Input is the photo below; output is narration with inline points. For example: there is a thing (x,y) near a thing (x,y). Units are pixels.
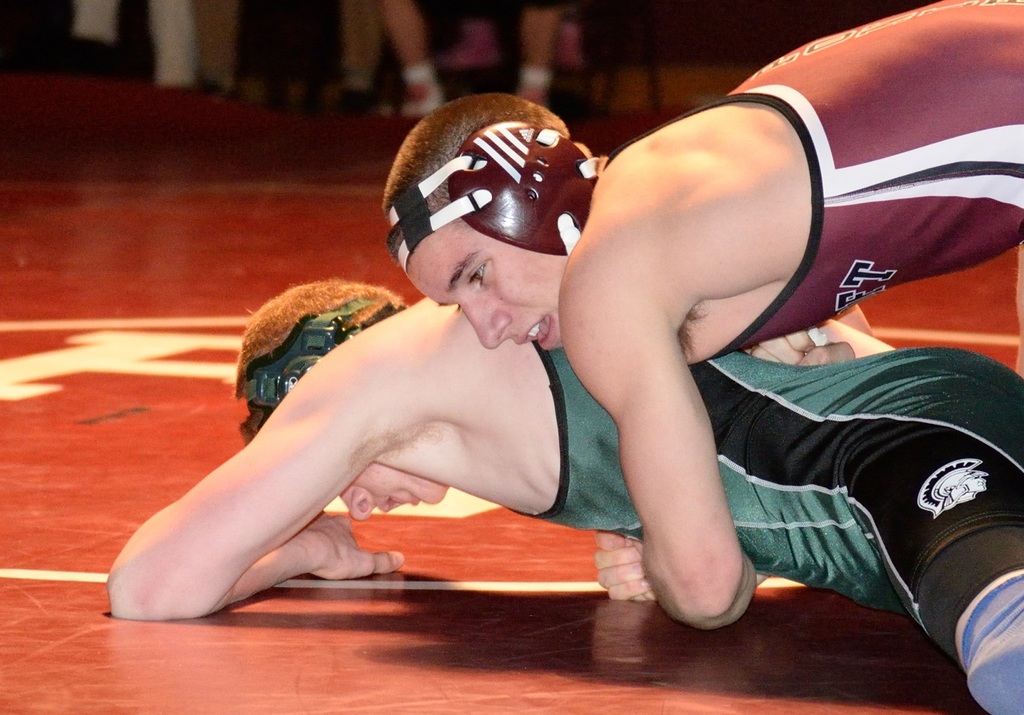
In this image, we can see persons (871,236) wearing clothes (735,407) and doing wrestling.
